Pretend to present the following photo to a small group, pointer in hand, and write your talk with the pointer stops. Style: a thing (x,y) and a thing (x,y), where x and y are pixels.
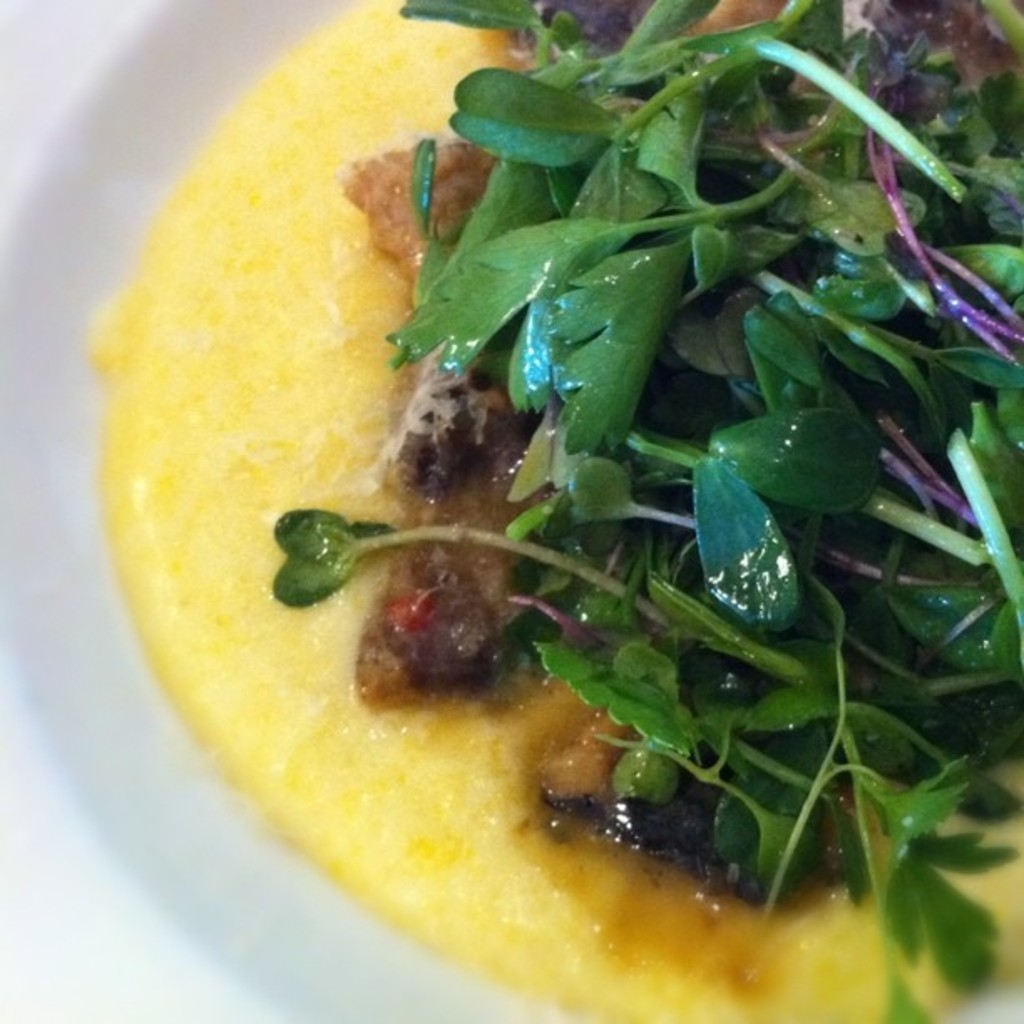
In this image it looks like a plate (189,902) with some food items (613,466).
